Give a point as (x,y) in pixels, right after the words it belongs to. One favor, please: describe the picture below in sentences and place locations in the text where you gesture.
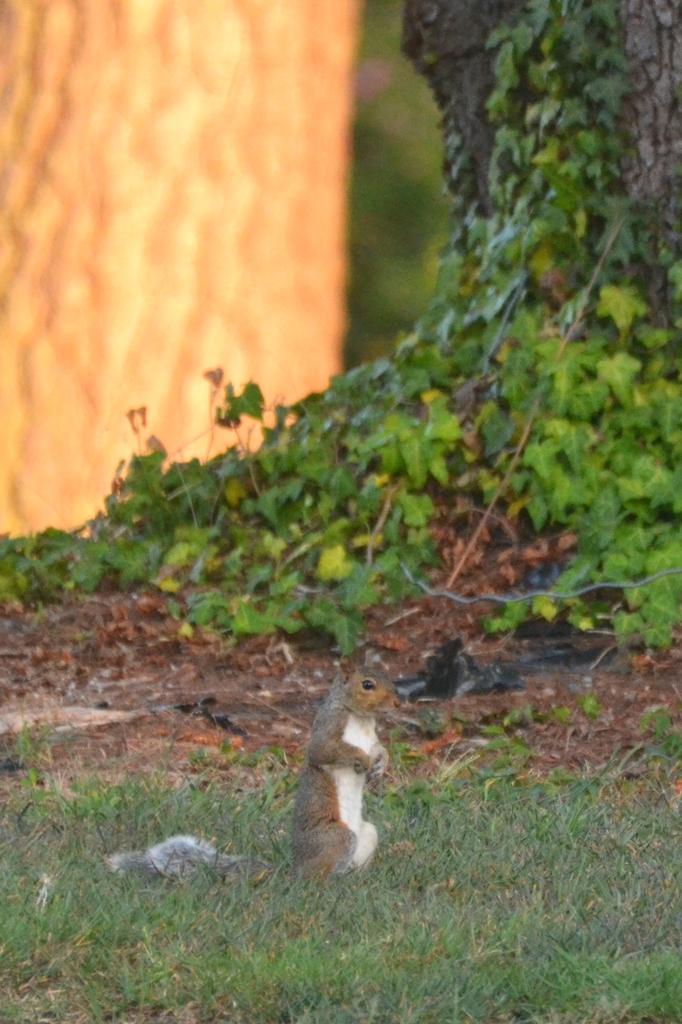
In this image, we can see a squirrel (359,847) on the grass (385,884). Background (680,406) we can see few plants (417,353) and tree trunk (497,4). Here there is a blur view.
